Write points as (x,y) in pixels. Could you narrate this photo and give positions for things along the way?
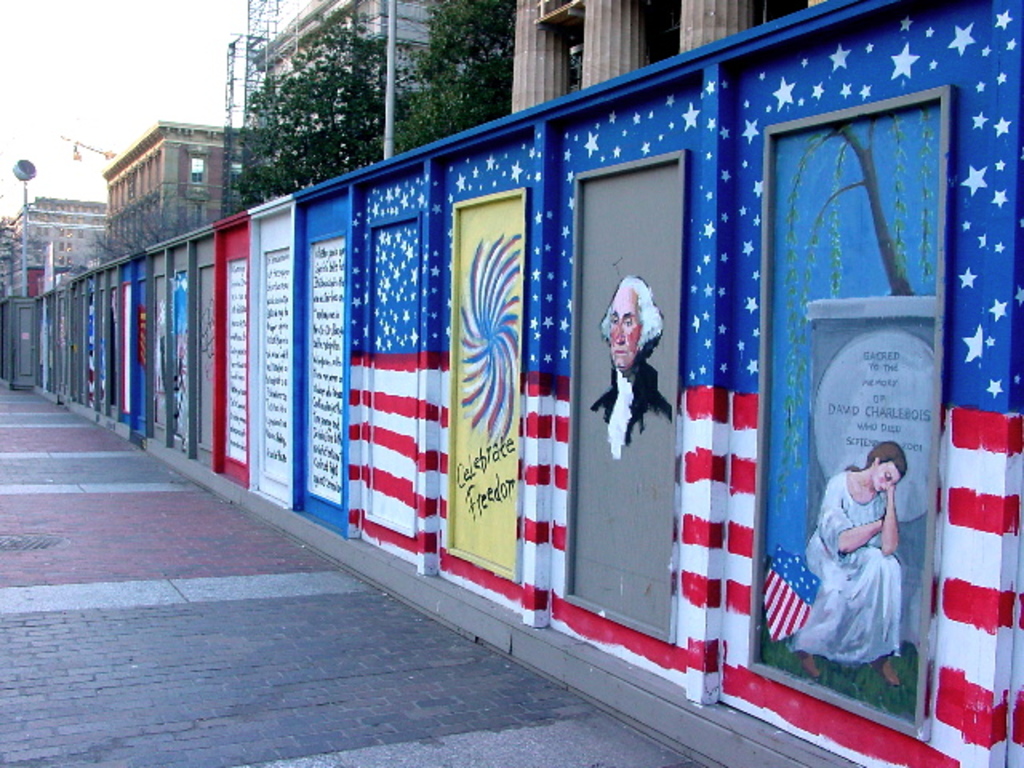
There is a sidewalk (228,510). Near to that there is a wall (257,284). On that there are paintings (672,355). Near to the wall (536,215) there are trees (264,128) and buildings (555,69). In the background (136,64) there is sky (112,80).
